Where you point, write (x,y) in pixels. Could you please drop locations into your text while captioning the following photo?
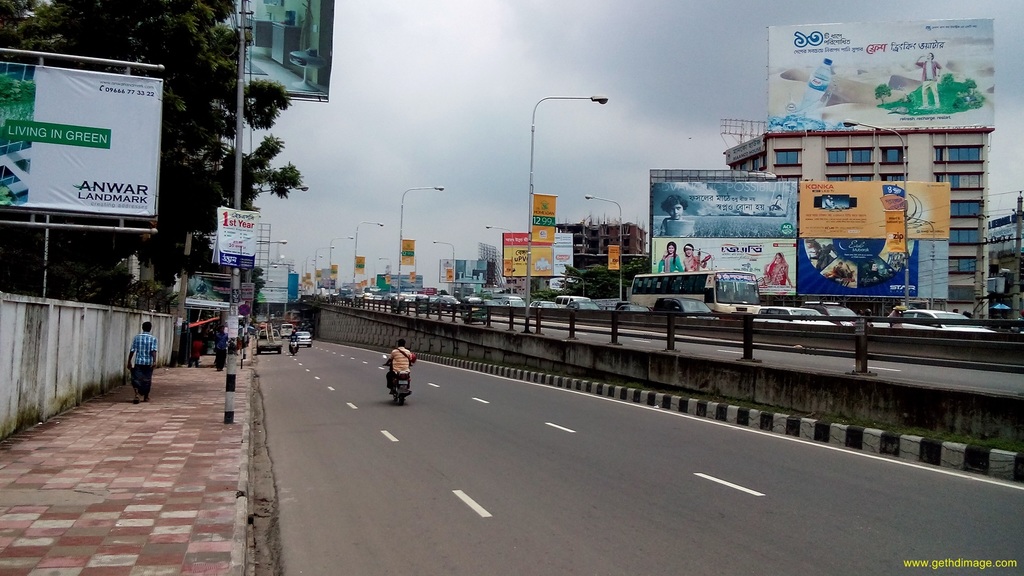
In this picture I can see many cars (544,301), bus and other vehicles (477,311) on the bridge (518,317). Beside that I can see the divider (660,314) and street lights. On the left (297,337) I can see some people (396,355) who are riding the bikes (406,381) on the road (333,369). In the bottom left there is a man (140,350) who is walking on the street (165,417), beside him I can see the advertisement board (49,154), trees (98,293), wall (86,374) and board (20,171). In the background (284,297) I can see the buildings (587,240) and advertisement boards (560,238). At the top (593,47) I can see the sky (501,15) and clouds (501,15). In the bottom right corner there is a watermark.
